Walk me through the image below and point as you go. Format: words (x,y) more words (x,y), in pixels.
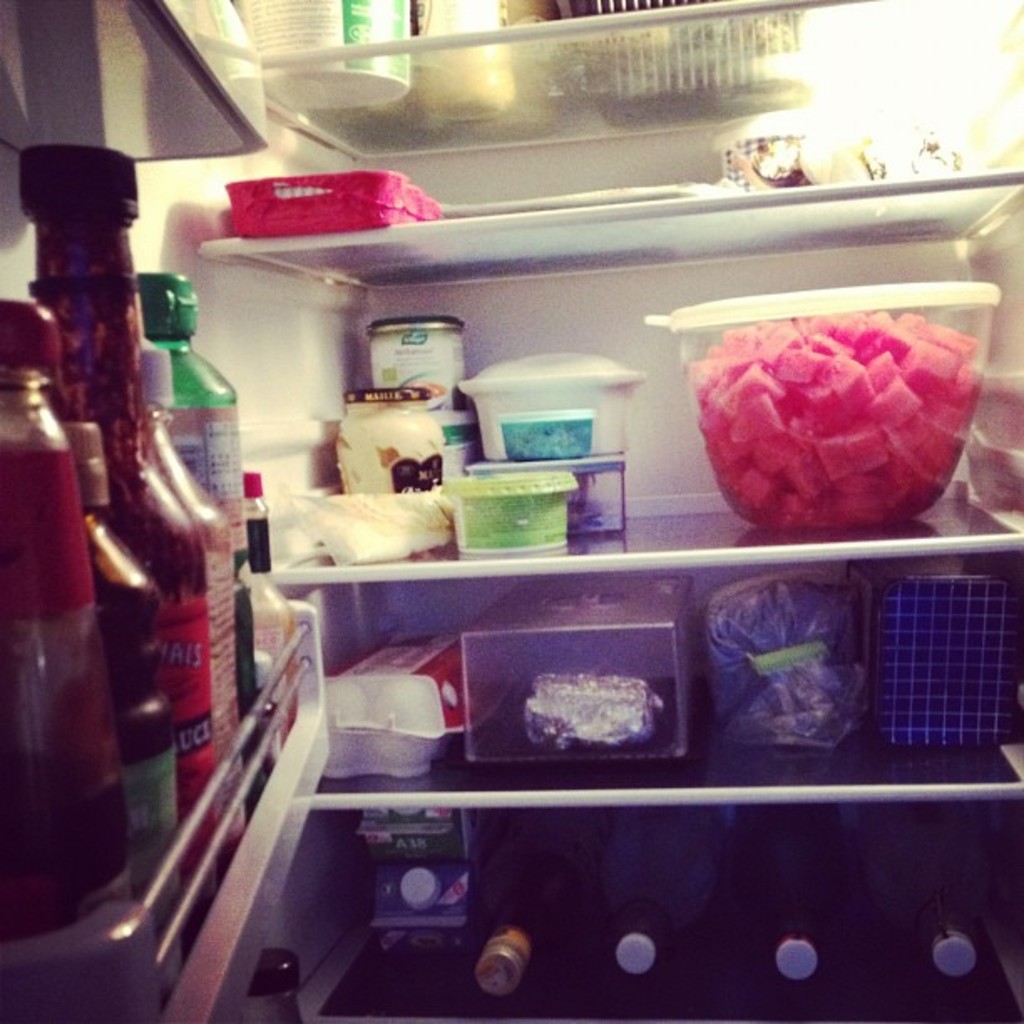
It is an inside part (607,571) of a refrigerator (519,568), on the left side (213,649) there are bottles (128,570). These are the food pieces (827,401) in a container (820,469).
